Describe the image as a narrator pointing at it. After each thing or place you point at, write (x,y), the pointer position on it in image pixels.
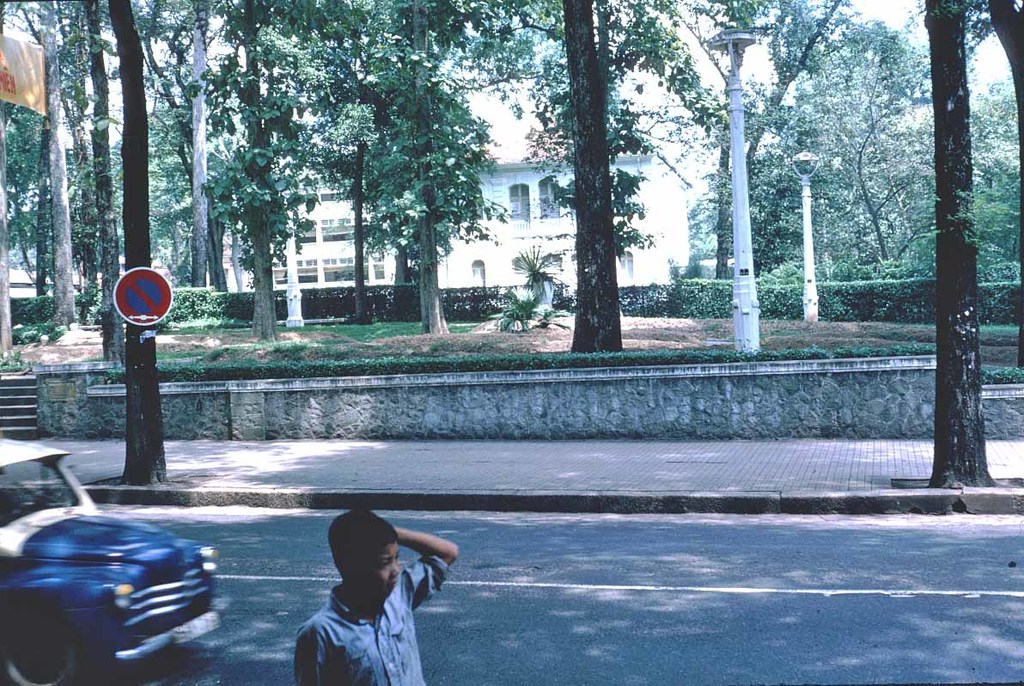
In this image I can see a person (415,595). There is a vehicle (66,503), a sign board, and there are trees (362,81), plants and buildings (669,206). Also there is sky (508,105).
